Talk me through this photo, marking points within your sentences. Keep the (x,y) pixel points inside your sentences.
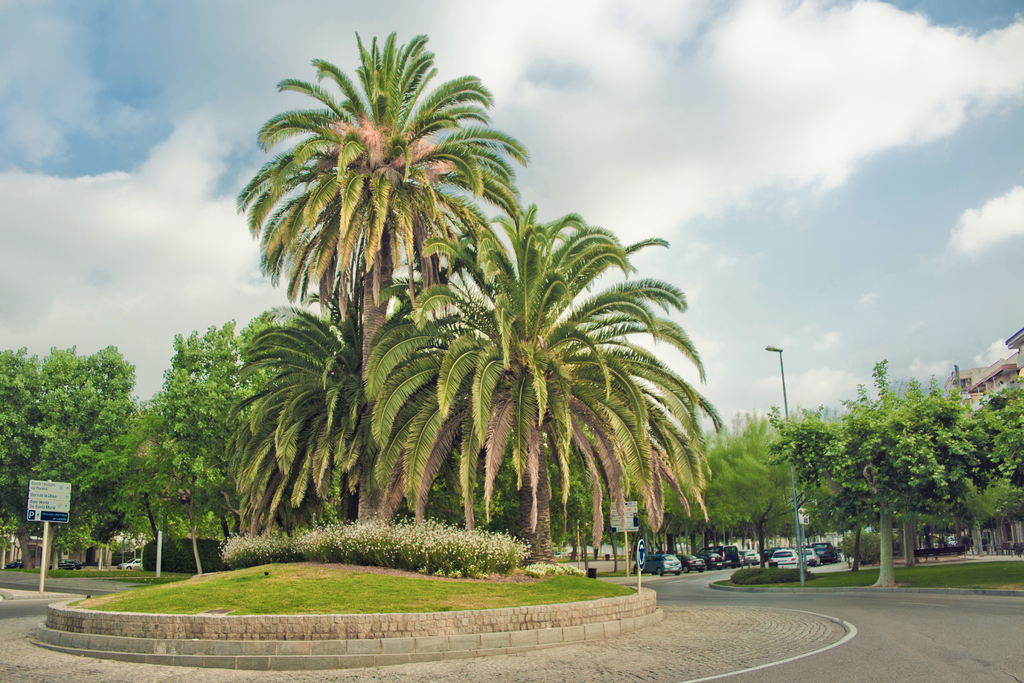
In this image we can see trees (789,468). Also there are boards (32,504) with poles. And there are vehicles (676,562). Also there is road (514,663). On the right side (965,384) we can see building (1019,349). In the background (252,133) there is sky (741,104) with clouds (741,104).
